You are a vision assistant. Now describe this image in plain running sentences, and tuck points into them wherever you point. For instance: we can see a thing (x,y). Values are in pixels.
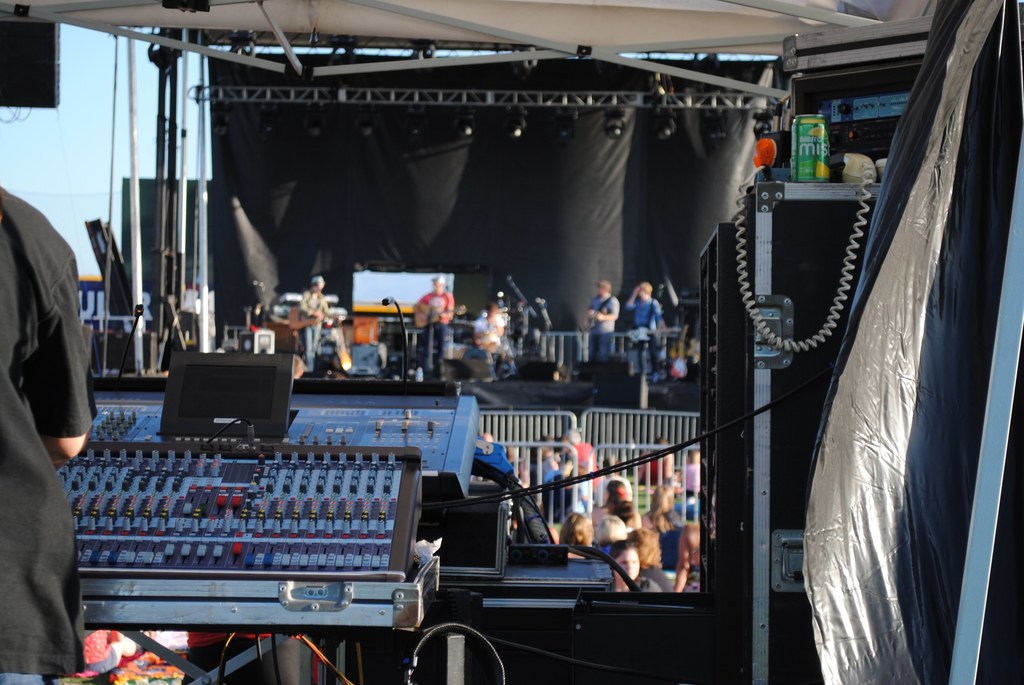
In the picture we can see a person (54,615) standing with black color shirt (48,475) and operating music machine (270,521) and beside him we can see a stand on it, we can see a tin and some wire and behind the music machine (455,447) we can see many people (574,435) are standing and in front of them, we can see railing (532,438) and behind it, we can see a stage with some people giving a musical performance holding some musical instruments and behind them we can see a black color curtain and to the ceiling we can see some lights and beside it we can see a part of sky (75,121).
